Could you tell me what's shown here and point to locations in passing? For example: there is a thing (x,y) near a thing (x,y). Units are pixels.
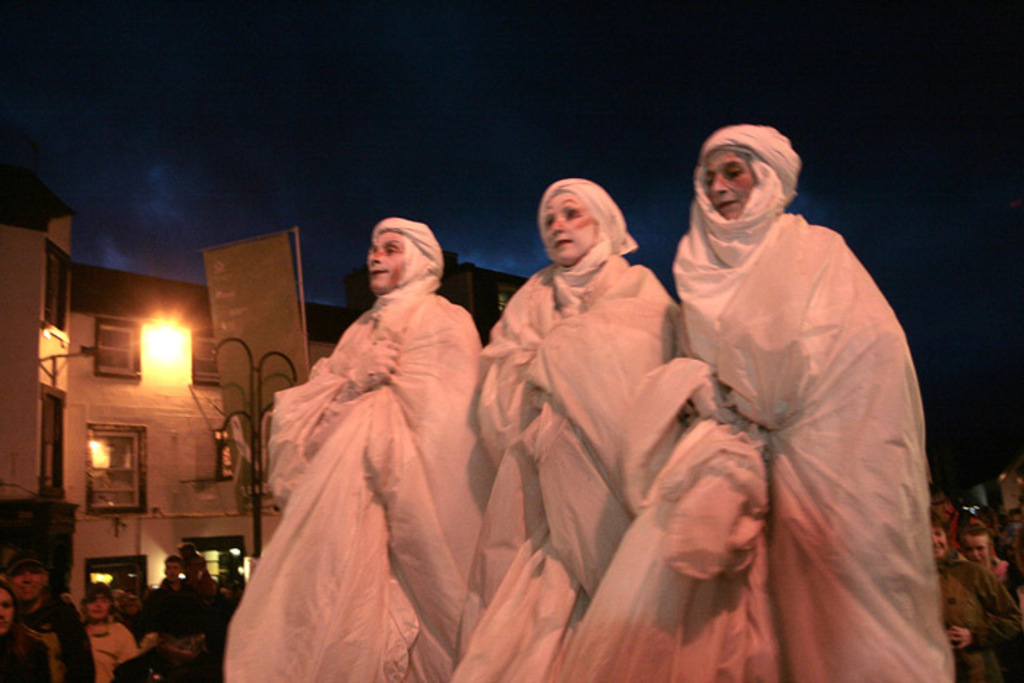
In this picture I can see three people (527,308) wearing the white dresses (551,382). I can see a few people (176,558) in the background (182,546). I can see the building (81,321). I can see the banner (264,280) on the left side (266,312). I can see the lights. I can see clouds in the sky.
